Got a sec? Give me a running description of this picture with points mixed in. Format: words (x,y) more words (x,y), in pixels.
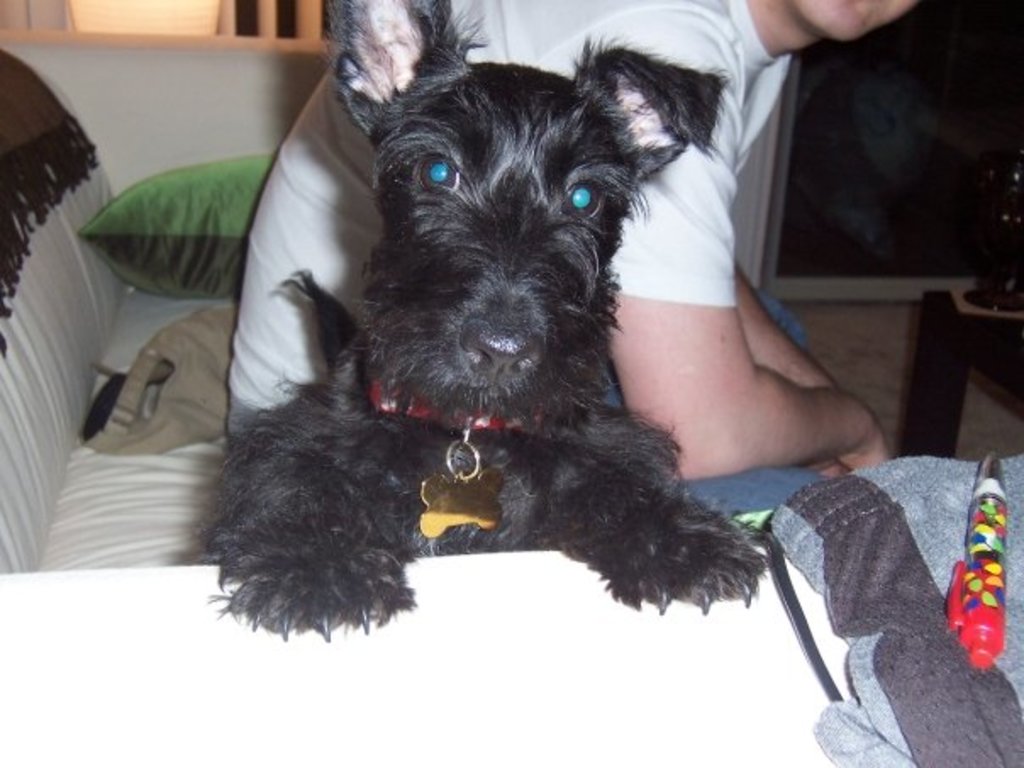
In the middle of the image (571,389) we can see a dog (565,380) and a man (703,258), he is seated on the sofa (194,455), and we can see a pen (998,466) on the right side of the image (968,587).
